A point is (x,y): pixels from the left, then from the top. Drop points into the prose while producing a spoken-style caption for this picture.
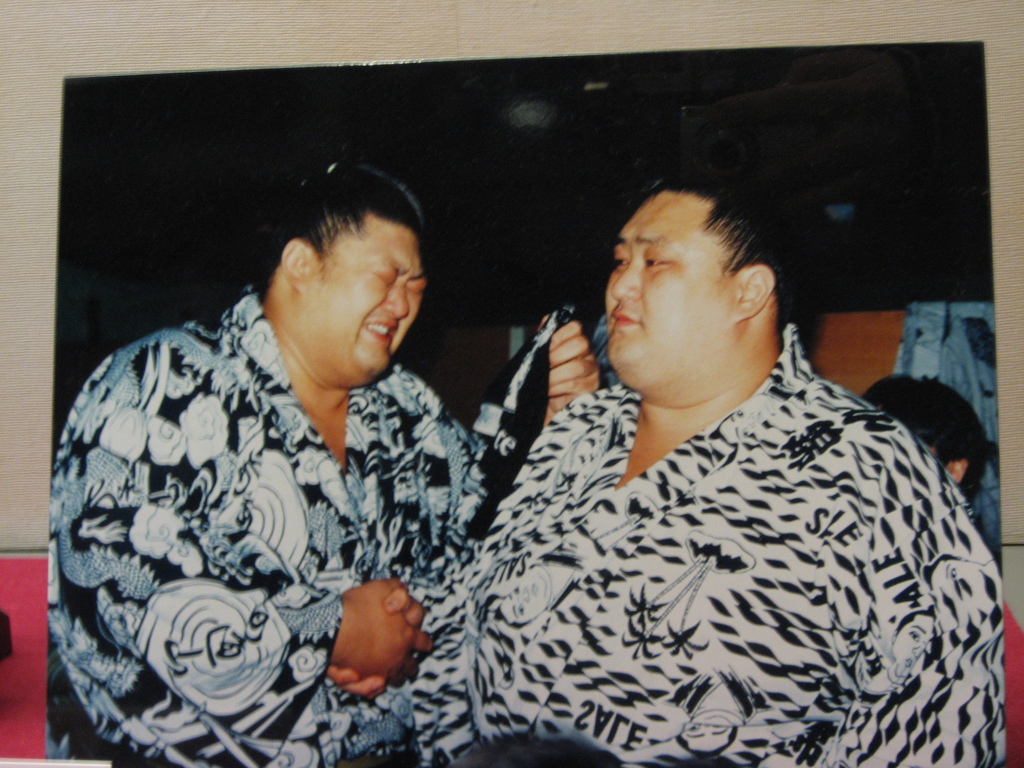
In the foreground of this picture (955,302) we can see a photograph (90,241) in which we can see a person (652,384). On the left (222,477) there is another person (379,406) holding some object (524,400) and both of them are shaking their hands (429,639). In the background of the photograph (870,336) we can see the curtain (950,328), a person (916,396) and some other objects (851,380). In the background of the image (136,30) there is a white color object (348,19) which seems to be the wall (12,540) and we can see some other objects (41,640) in the background (33,672).
